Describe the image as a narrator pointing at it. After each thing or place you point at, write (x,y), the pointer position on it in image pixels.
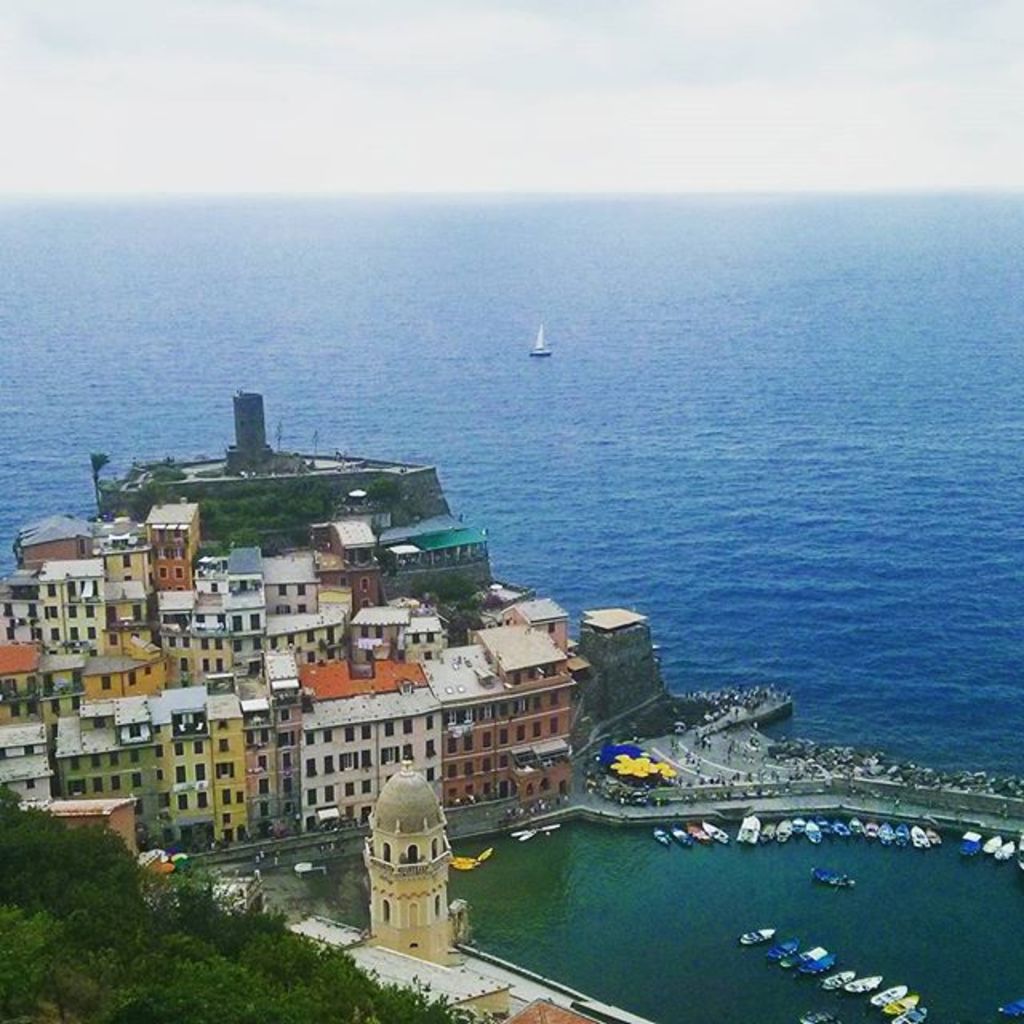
In this image I can see buildings (463,796). There are trees (10,1023), there are boats (853,822) on the water (842,911) and in the background (487,129) there is sky (378,132).
